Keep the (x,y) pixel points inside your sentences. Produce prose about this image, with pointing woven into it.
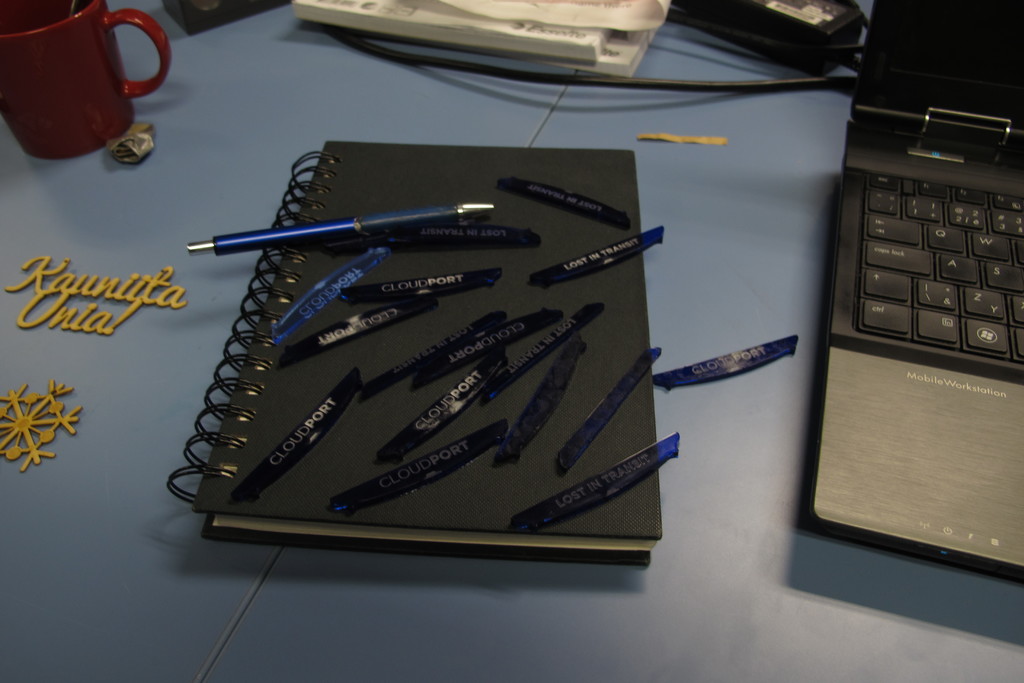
In this picture we can see a table (725,609), on the right side (939,406) there is a laptop (939,406), we can see books (578,38), a mug (84,83), a wire (736,84) and name plates (475,376) present on the table (727,632), we can see a pen (317,232) on the book (326,260).
